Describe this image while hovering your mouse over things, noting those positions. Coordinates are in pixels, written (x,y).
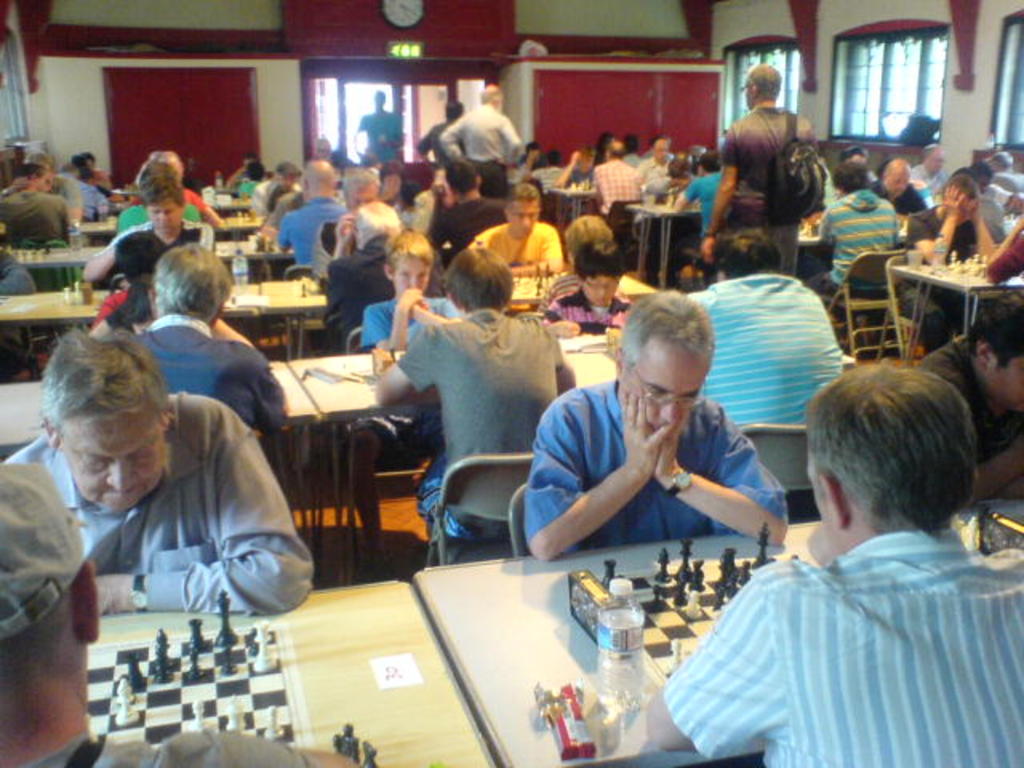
As we can see in the image there is a white color wall (89,76), few people (457,139) standing and sitting on chairs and there is a table (498,674). On table (394,719) there are chess boards (184,724) and coins (194,682) and bottle (619,662).
